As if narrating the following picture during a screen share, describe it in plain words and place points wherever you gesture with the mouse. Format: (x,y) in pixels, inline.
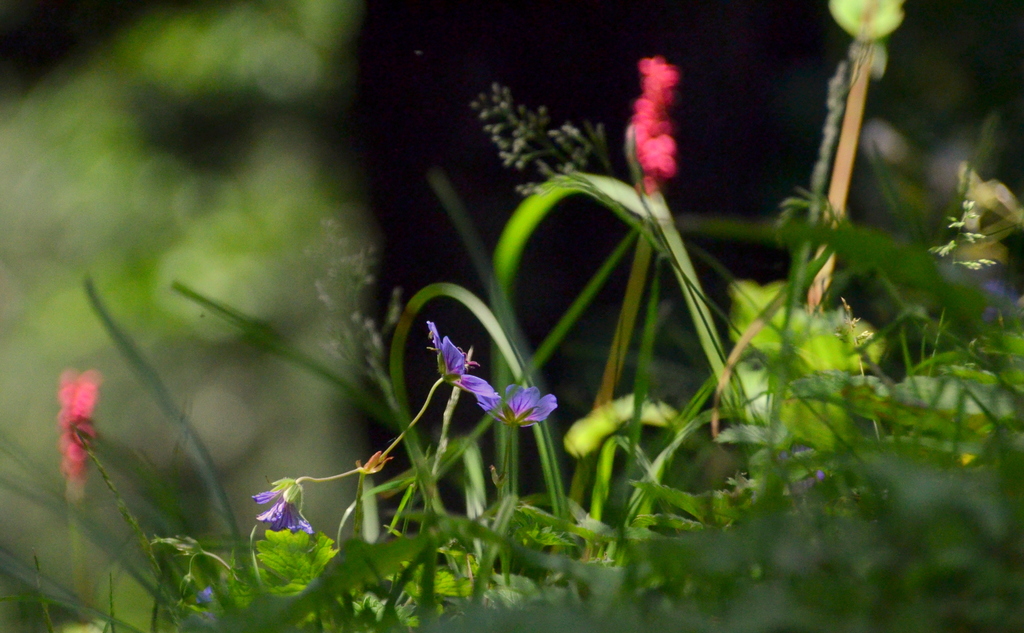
This image is taken outdoors. In this image the background (277,216) is a little blurred. The background is green in color. At the bottom of the image (427,558) there is grass (875,510). There are few plants (433,537) with green leaves (674,417) and stems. There are a few flowers (543,399) which are pink and purple in colour.
